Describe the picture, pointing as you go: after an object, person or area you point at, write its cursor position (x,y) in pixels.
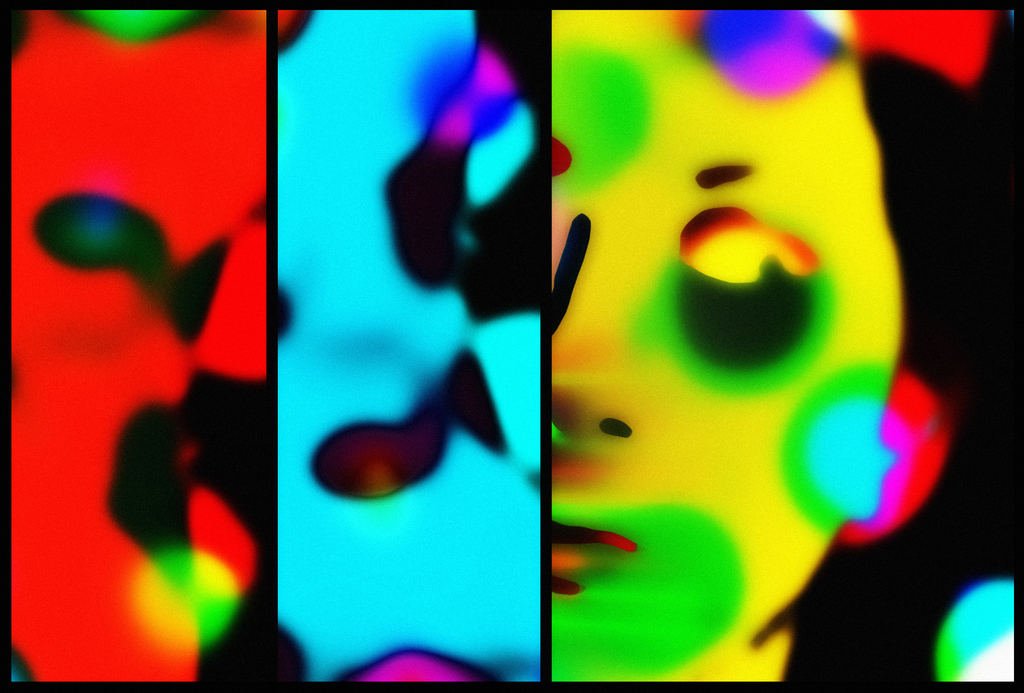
This is a collage image and here we can see an animation (356,244) of a person (666,356).
